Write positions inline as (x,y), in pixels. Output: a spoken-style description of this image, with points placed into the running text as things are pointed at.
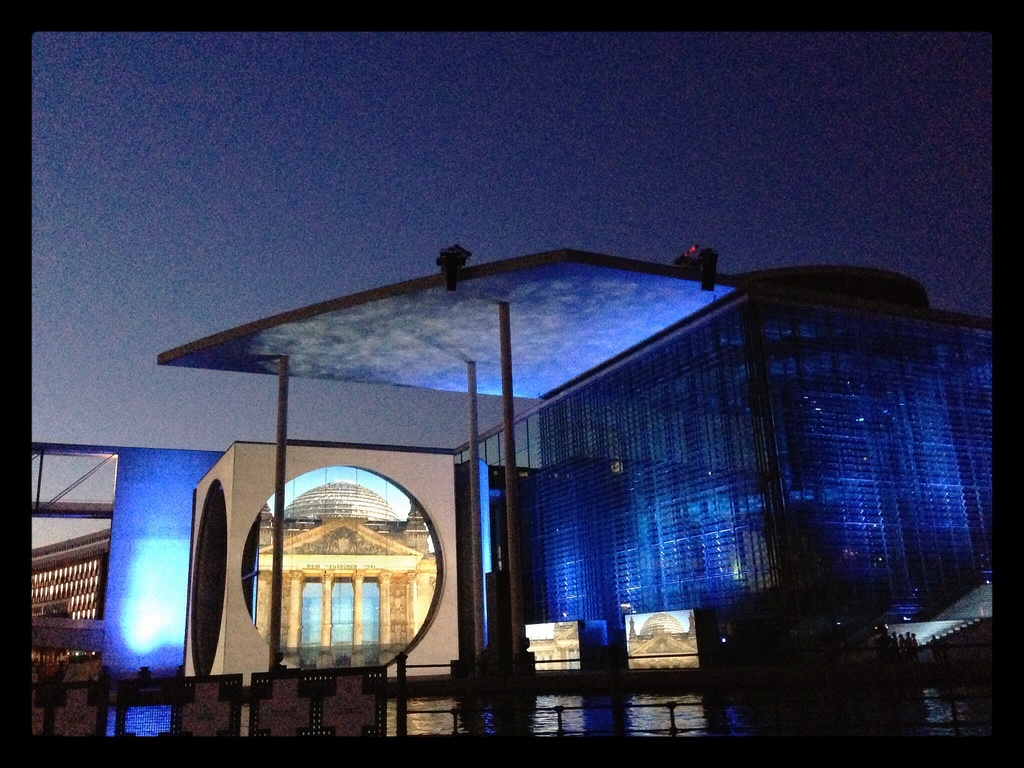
In this image we can see a huge building (718,483) with pillars (276,570). In front of it water lake (574,718) is present.
